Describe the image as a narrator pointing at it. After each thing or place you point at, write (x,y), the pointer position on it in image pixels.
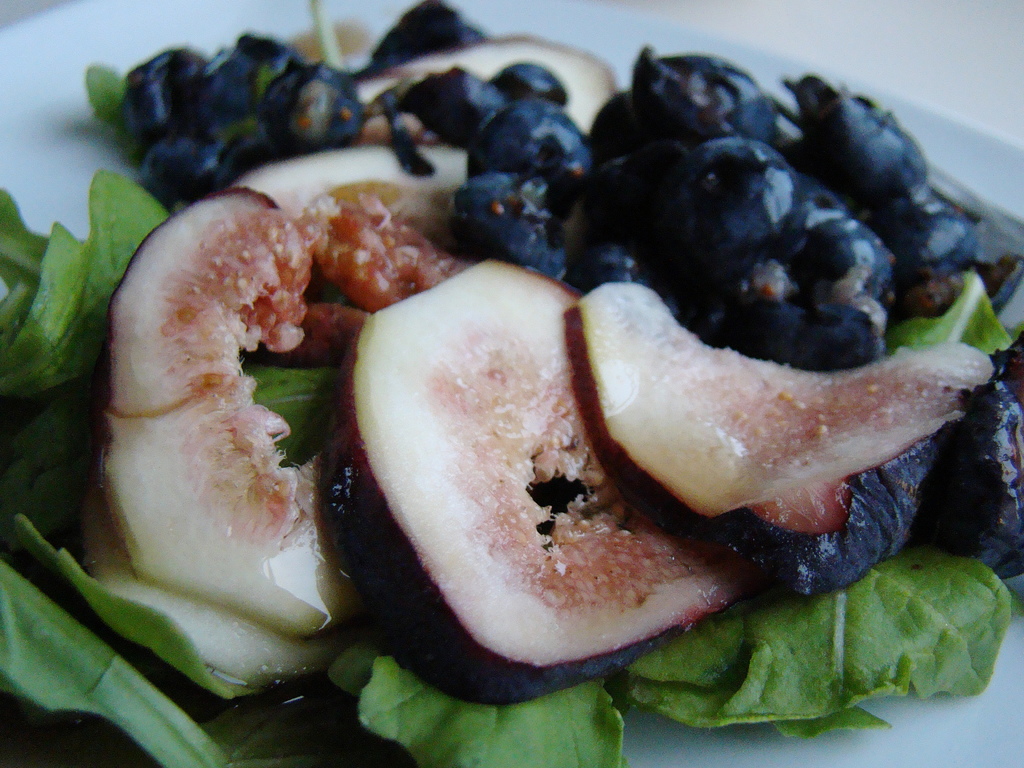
In this picture there are few eatables (548,383) placed in a plate (595,23).
